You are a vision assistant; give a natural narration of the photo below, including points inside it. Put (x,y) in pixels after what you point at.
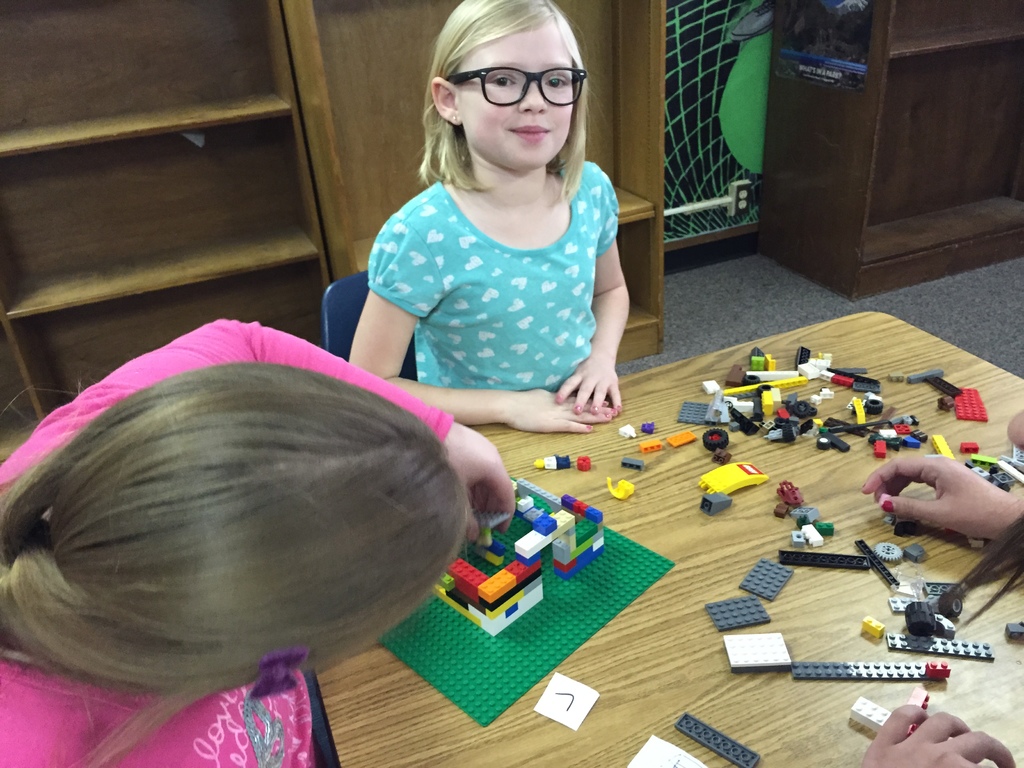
Here I can see a table (661,479) on which few building blocks (483,593) are placed. There are few people (947,729) sitting on the chairs (412,346) around the table (348,731) and playing with these toys (558,556). There is a person (173,702) wearing pink color t-shirt (167,724) and holding building blocks (504,535) in the hands (498,521). Beside her there is another girl (496,308) wearing a t-shirt (491,275), smiling and giving pose for the picture. In the background (655,71) there are two cupboards (775,82) and also there is a net (715,81).
